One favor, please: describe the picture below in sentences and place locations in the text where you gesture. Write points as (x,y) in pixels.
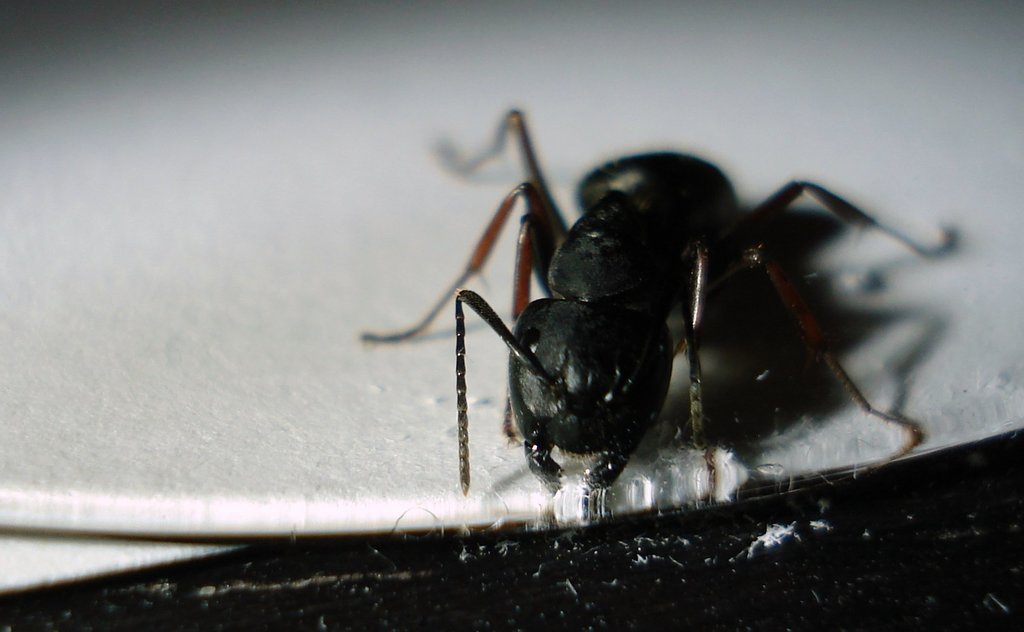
In this picture, we see an insect (638,336) which looks like an ant (625,339). It is black in color. At the bottom (507,533), it is black in color. In the background (258,316), it is white in color. It might be a wall (317,237). This picture is blurred in the background (756,126).
